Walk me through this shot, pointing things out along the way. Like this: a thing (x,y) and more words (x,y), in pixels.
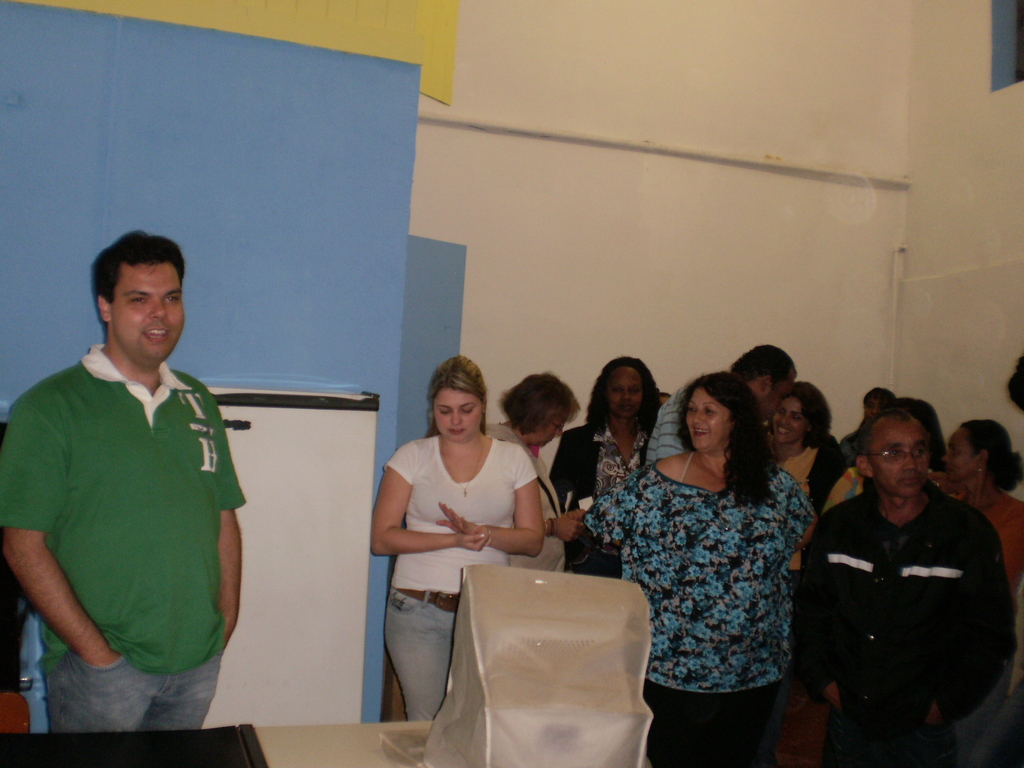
There are people (429,454) standing, in front of him we can see monitor (505,715) with cover (473,723) and black object (250,737) on the table (326,740), behind this man (115,443) we can see white object (319,450). In the background (671,182) we can see wall (652,271).
